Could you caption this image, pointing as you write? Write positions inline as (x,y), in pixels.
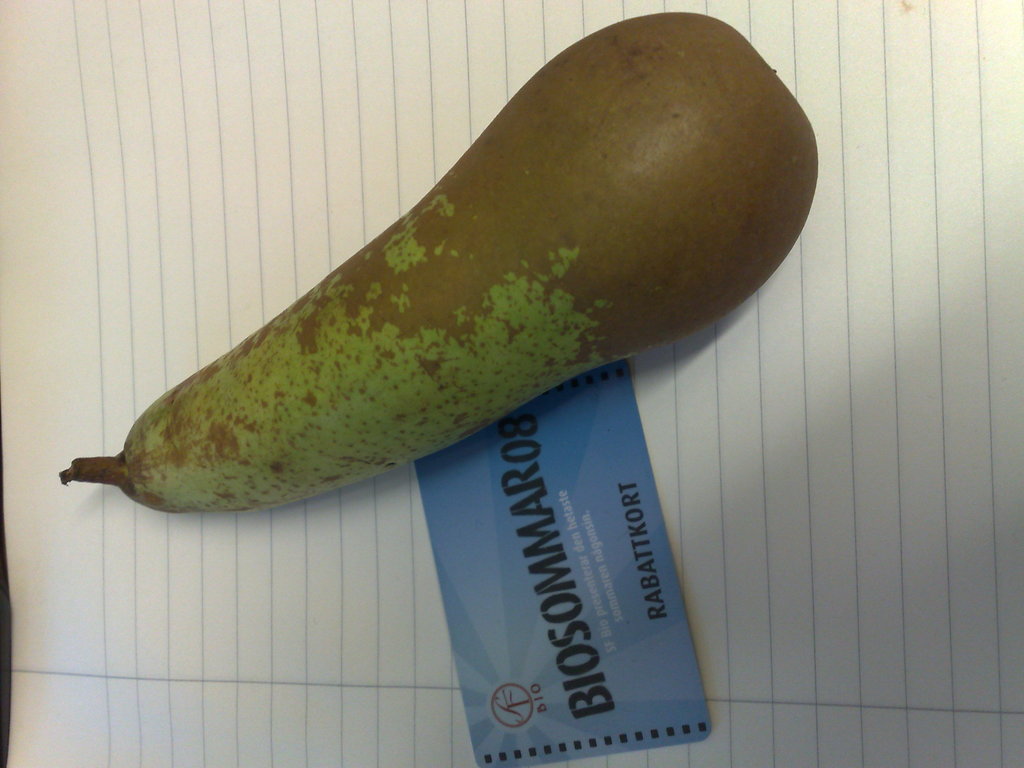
In this image, we can see a pear (414,340) is placed on the paper (827,224). Here there is a discount card (551,641) we can see.
